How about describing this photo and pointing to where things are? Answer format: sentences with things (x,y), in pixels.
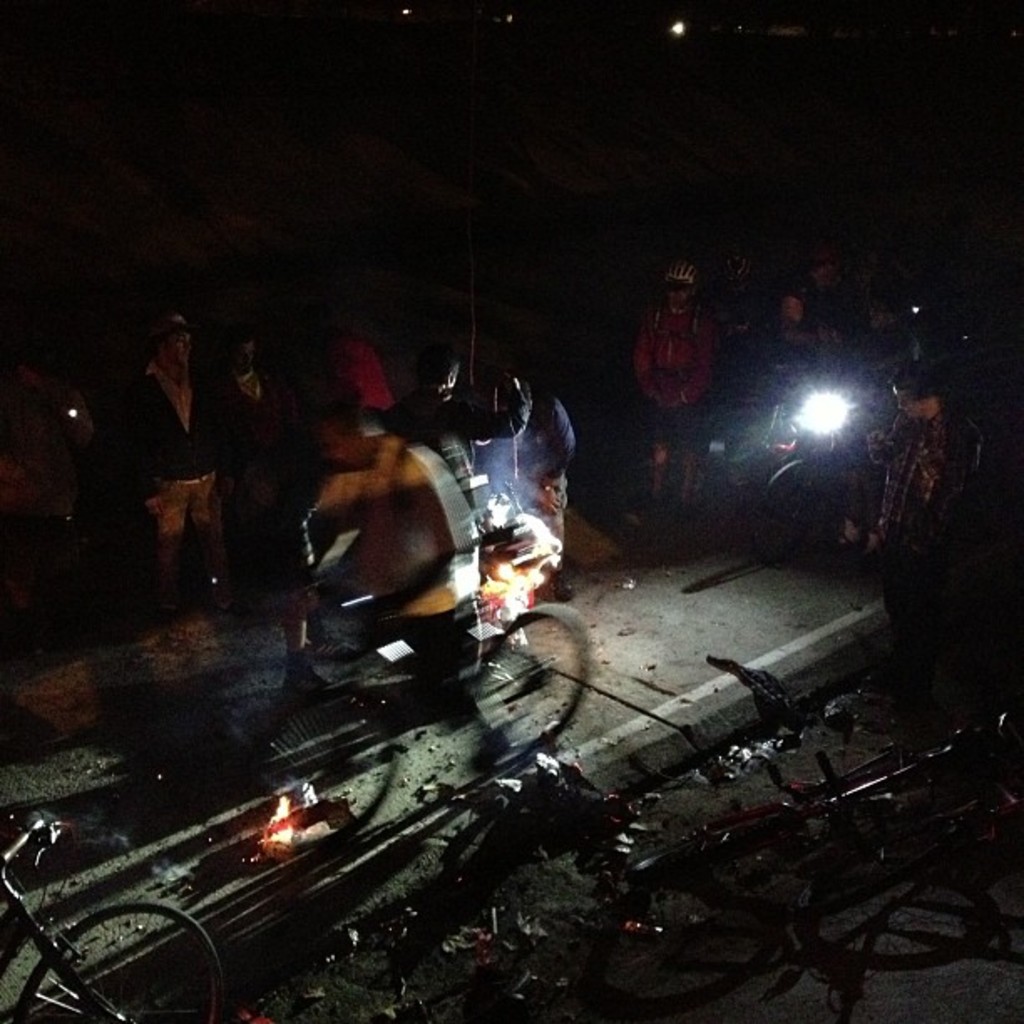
In this image we can see a few people (436,523), there are bicycles (547,738), torch light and some other objects (648,716), also we can see the background (20,226) is dark.
